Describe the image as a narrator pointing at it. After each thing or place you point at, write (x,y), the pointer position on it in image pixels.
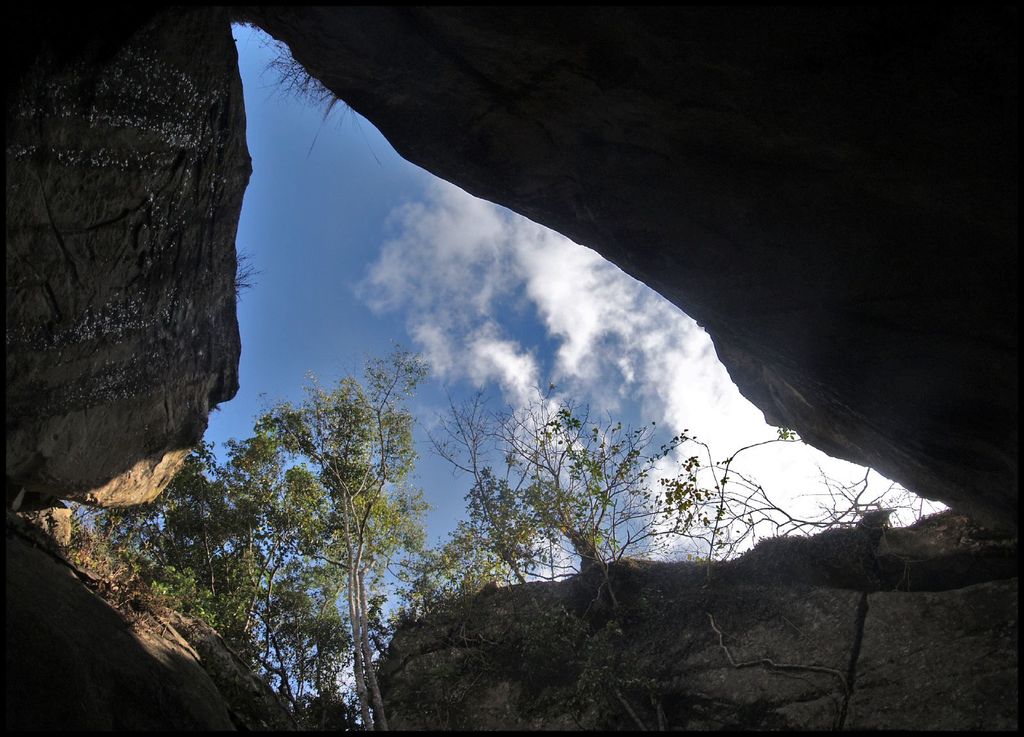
In this image, we can see trees (394,387) and rocks (126,181) and at the top (341,228), there are clouds (469,315) in the sky (584,364).
